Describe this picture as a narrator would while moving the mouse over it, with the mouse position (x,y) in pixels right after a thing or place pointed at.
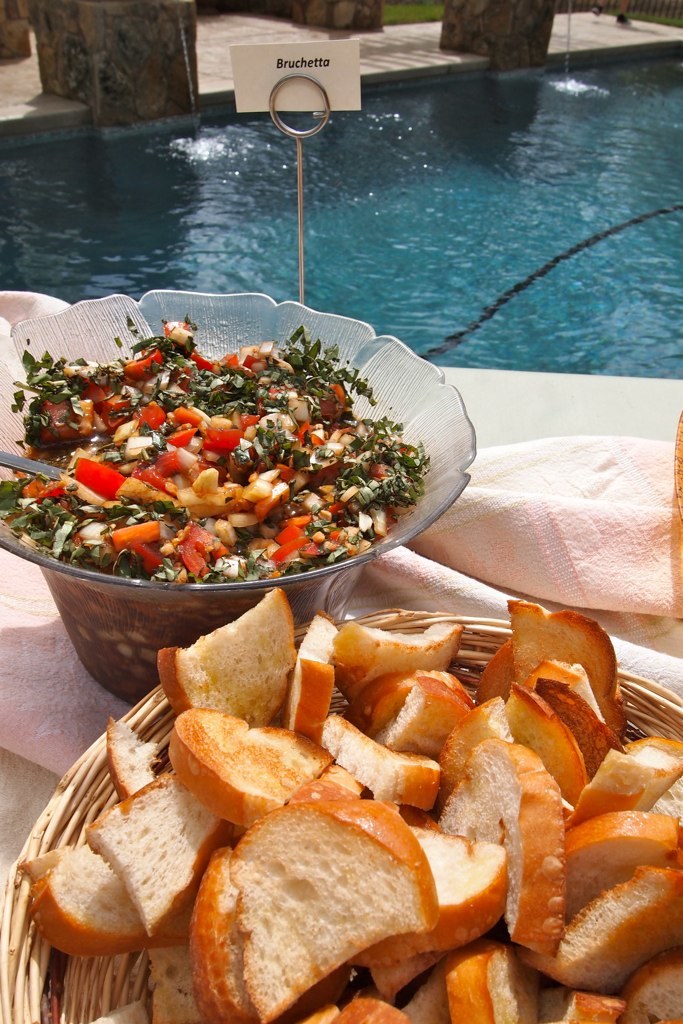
In this image we can see a group of bowls (344,504) containing food (221,427) placed on the table (534,442). On which a cloth (506,608), stand (287,132) with a card (292,58) placed on it. In the background (610,117), we can see water (565,70).
